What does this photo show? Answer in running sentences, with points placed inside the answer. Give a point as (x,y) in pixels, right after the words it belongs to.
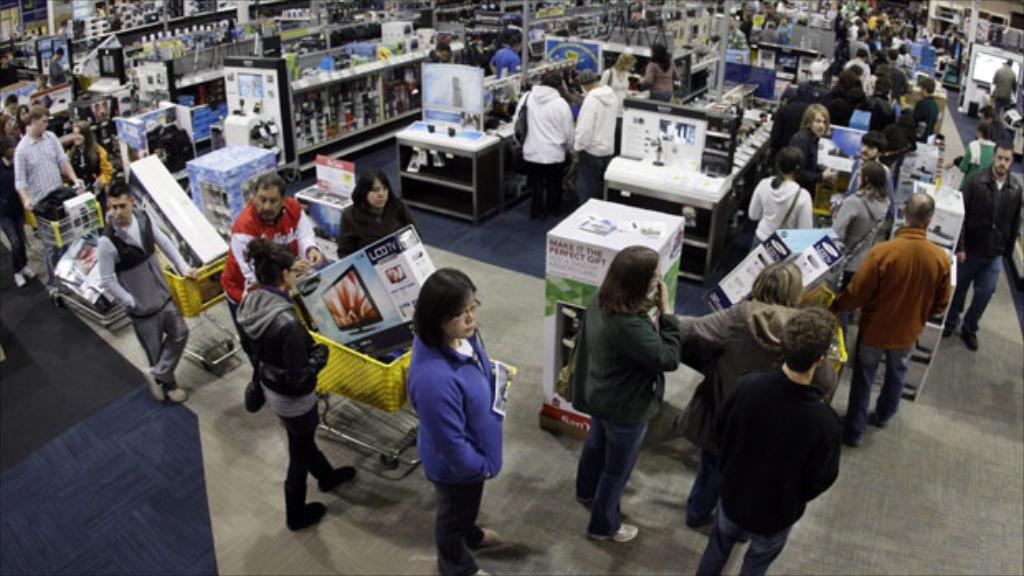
In this picture I can see group of people (912,217) standing, there are trolleys (382,385), cardboard boxes (97,274) and there are some other objects (317,164).
